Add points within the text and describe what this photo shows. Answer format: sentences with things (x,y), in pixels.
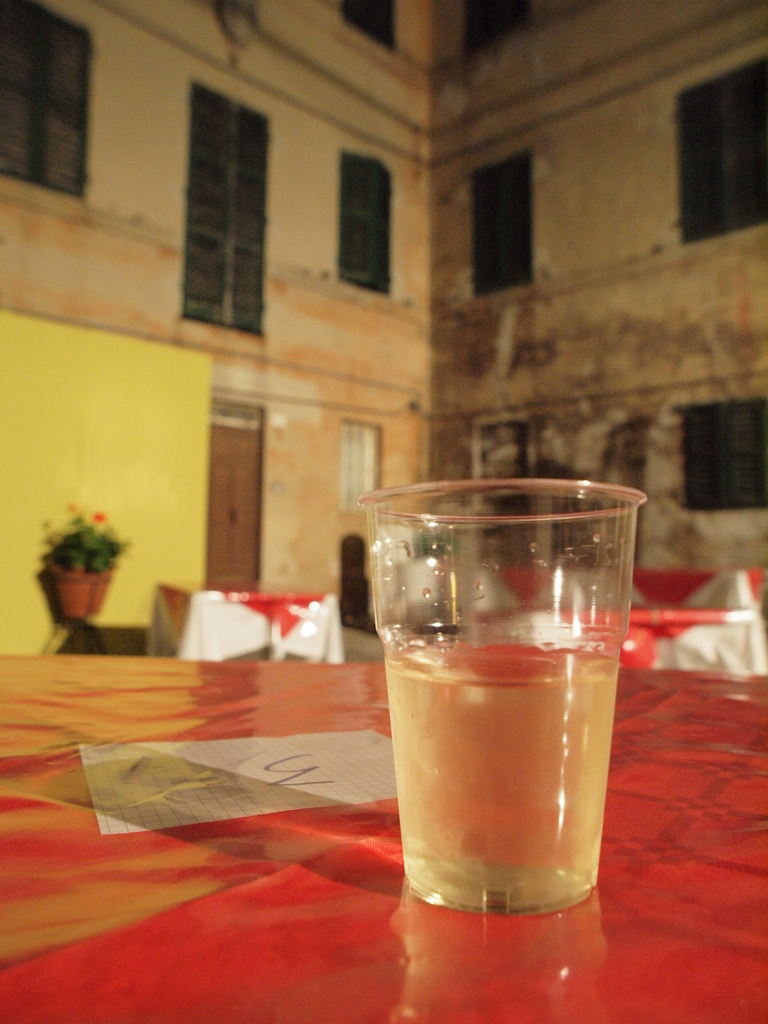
In this image we can see a water glass (394,708) and a paper (235,809) on the surface (324,885), also we can see a building (439,292) with windows (385,250) and doors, in front of the building (241,222) we can see tables (687,586) and flower pots (93,521).
